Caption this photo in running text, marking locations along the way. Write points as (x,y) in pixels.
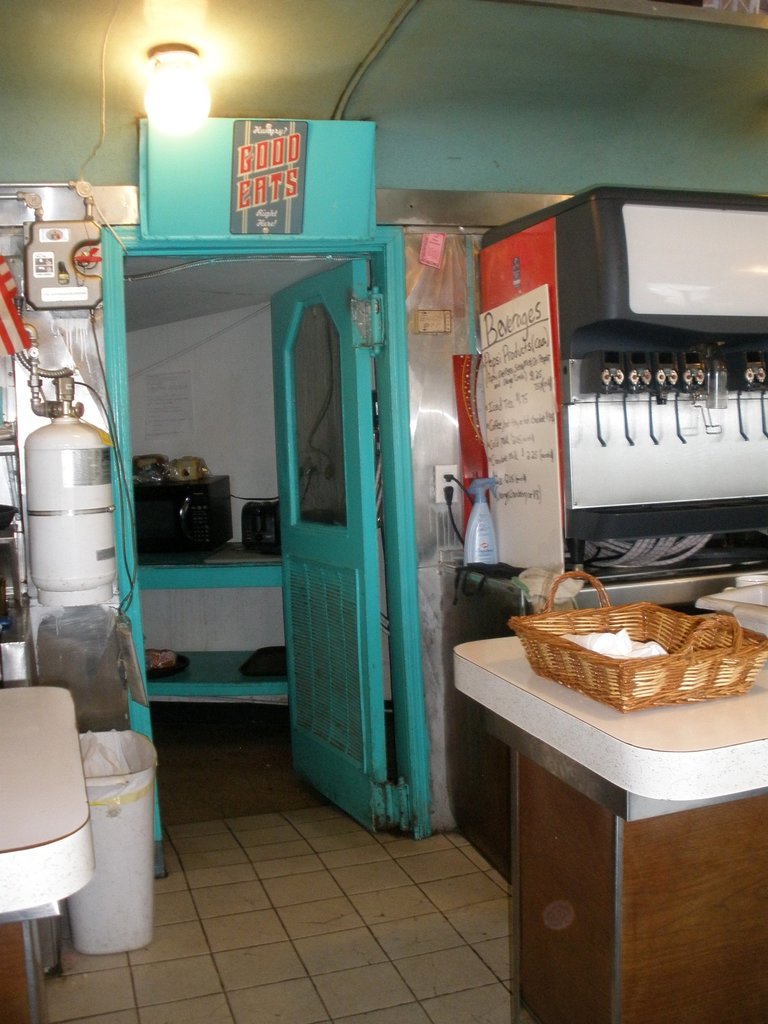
Here in this picture in the front (645,767) we can see a basket (648,695) present on the counter top (724,707) over there and on the left side (110,815) we can see a dustbin (117,808) present on the floor (82,957) and above that we can see a gas cylinder (34,507) present and we can see a table (54,702) also present and on the roof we can see a light (161,58) present and in the middle (286,407) we can see a door (308,768) opened and inside that we can see a microwave Oven (221,513) and a bread toaster (251,509) present over there and on the right side (711,289) we can see a cool drink machine (578,219) present over there.
